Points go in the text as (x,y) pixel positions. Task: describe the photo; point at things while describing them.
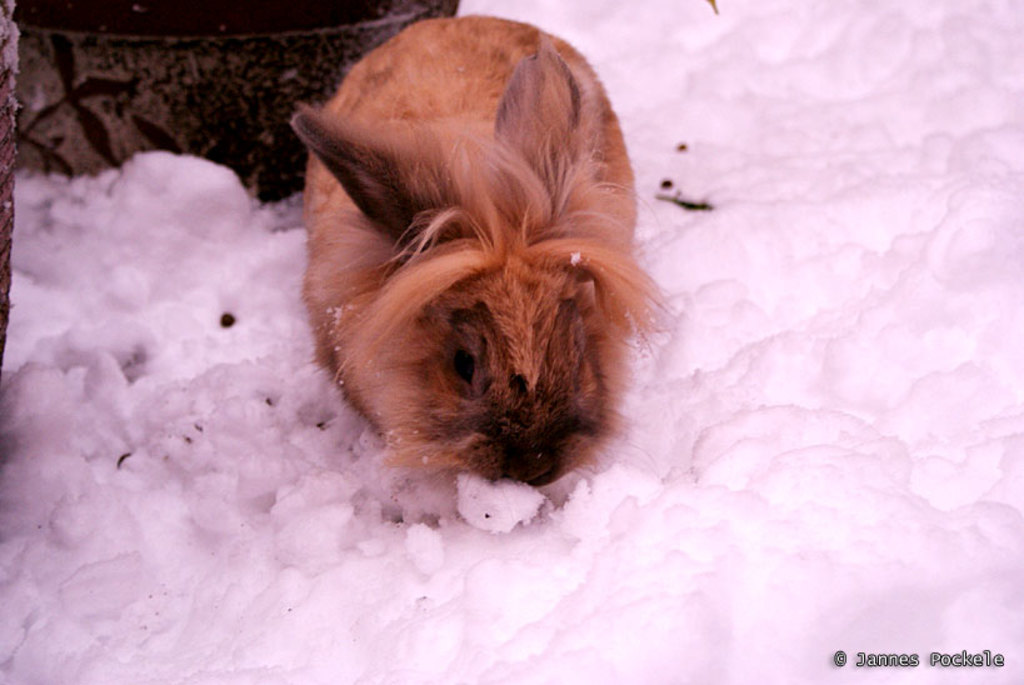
In this picture there is a rabbit (356,334) in the center of the image (398,409) and there is snow (488,547) around the area of the image.
